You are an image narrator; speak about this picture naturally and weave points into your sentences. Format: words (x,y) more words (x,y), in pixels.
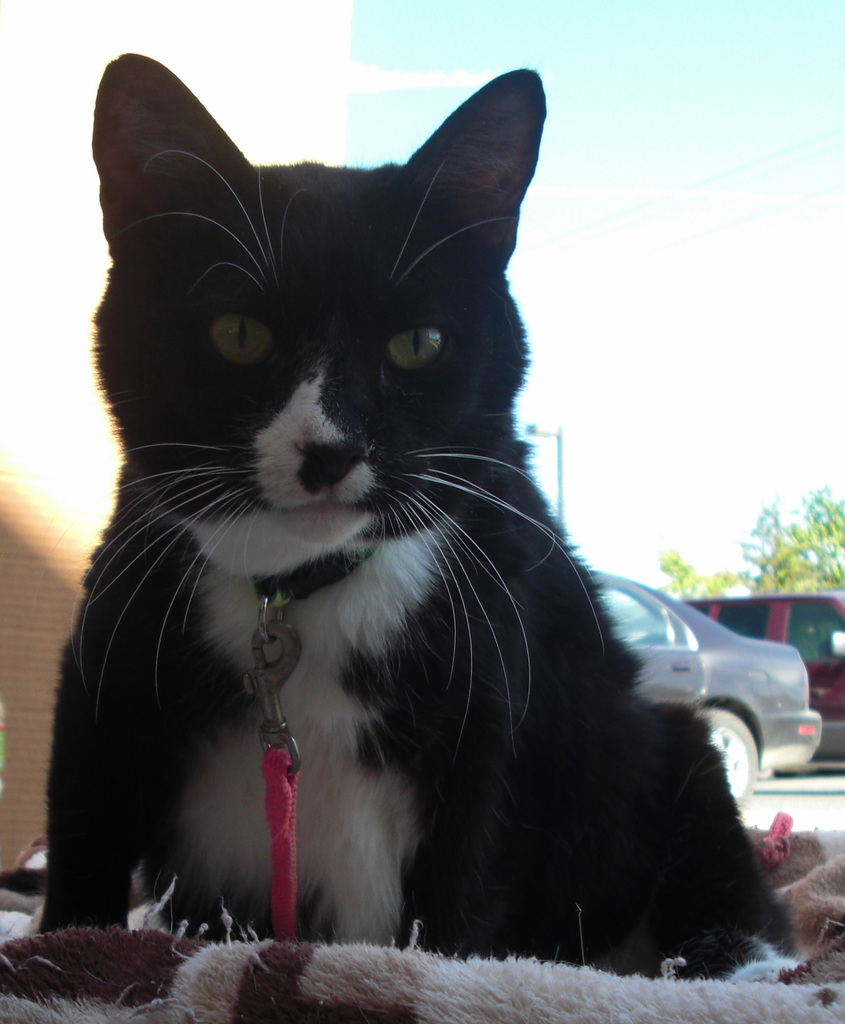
in the center of the image (371,615) we can see a cat (91,747). At the bottom (148,997) there is a cloth (669,980). In the background (766,707) there are cars (818,657). On the left (5,583) there is a wall (58,461) and we can see a pole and a tree (812,546). At the top (434,84) there is sky (363,97).
